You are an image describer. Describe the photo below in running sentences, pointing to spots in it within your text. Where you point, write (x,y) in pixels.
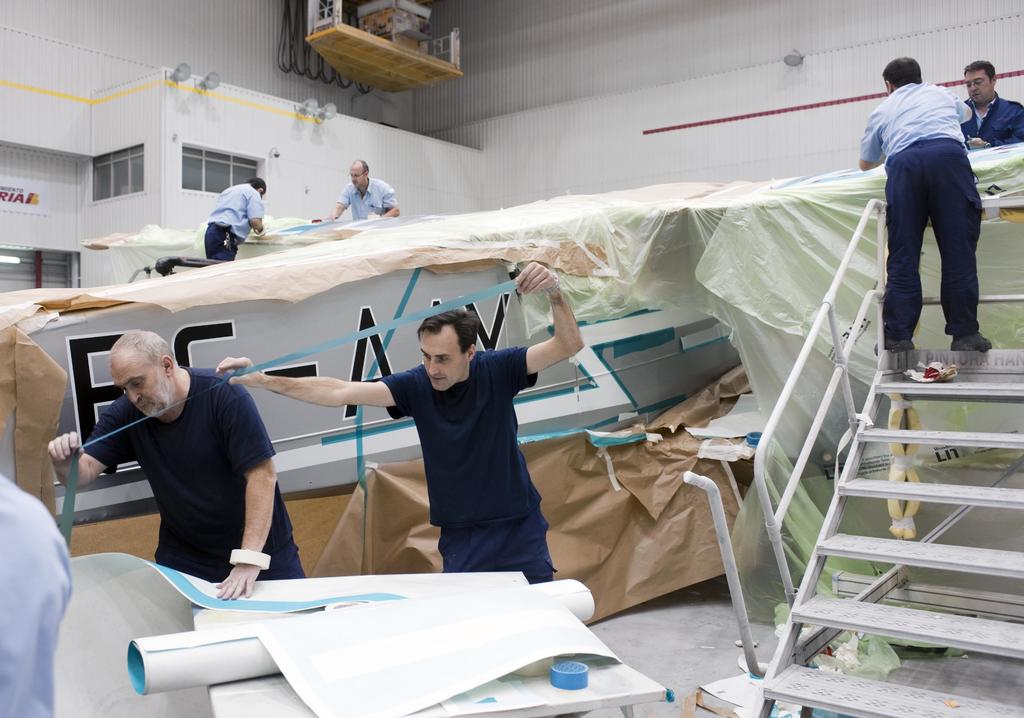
In the center of the image (487,473) we can see a few people (481,462) are standing and they are holding some objects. And we can see a table (629,690), tape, railing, staircase (925,632), one solid structure (622,330) with some text (366,323), papers (445,574), charts (313,643), covers (620,237) and some objects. On the left side of the image (19,563), we can see a cloth (23,582). In the background (398,116) there is a wall (225,18) and a few other objects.
